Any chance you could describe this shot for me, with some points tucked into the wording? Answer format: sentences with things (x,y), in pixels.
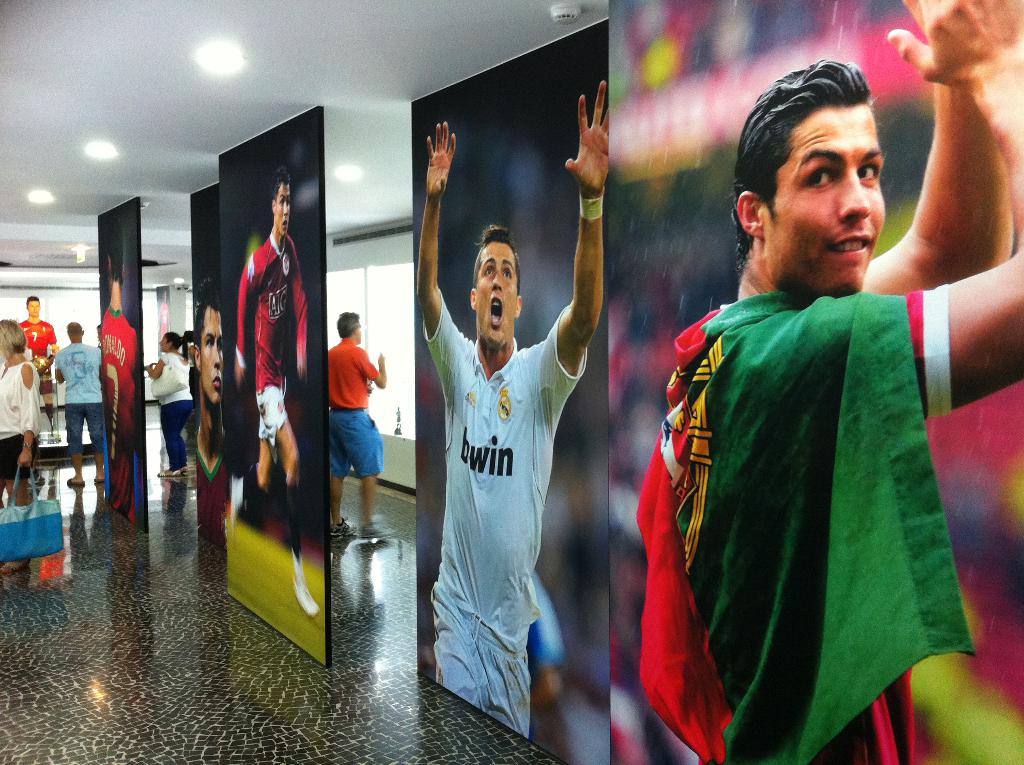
In this picture I can see many banners (498,469). In that banner (495,356) I can see the famous football player (135,384). On the left (337,417) I can see some people (67,376) were standing near to the table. At the top (217,46) I can see the lights (109,149).
